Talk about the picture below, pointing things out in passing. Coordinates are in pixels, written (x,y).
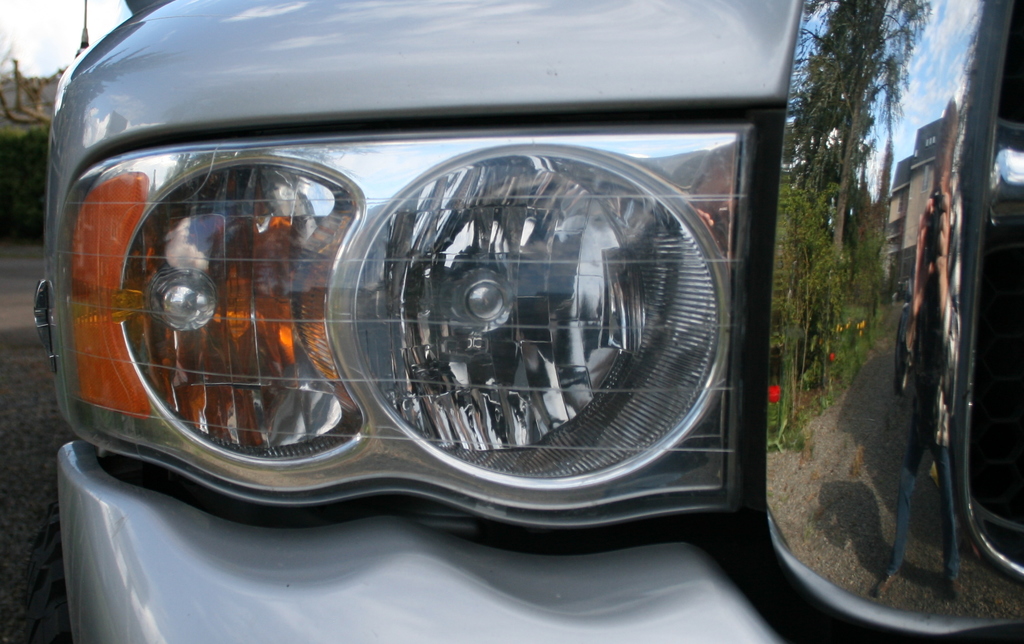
In this image I can see headlight (229,219) of a vehicle (360,162) in the front (600,219). On the right side of this image (847,99) I can see reflection (832,151) of few trees (829,237), a person (940,187), a building (932,153), clouds (944,25) and the sky (902,88).
